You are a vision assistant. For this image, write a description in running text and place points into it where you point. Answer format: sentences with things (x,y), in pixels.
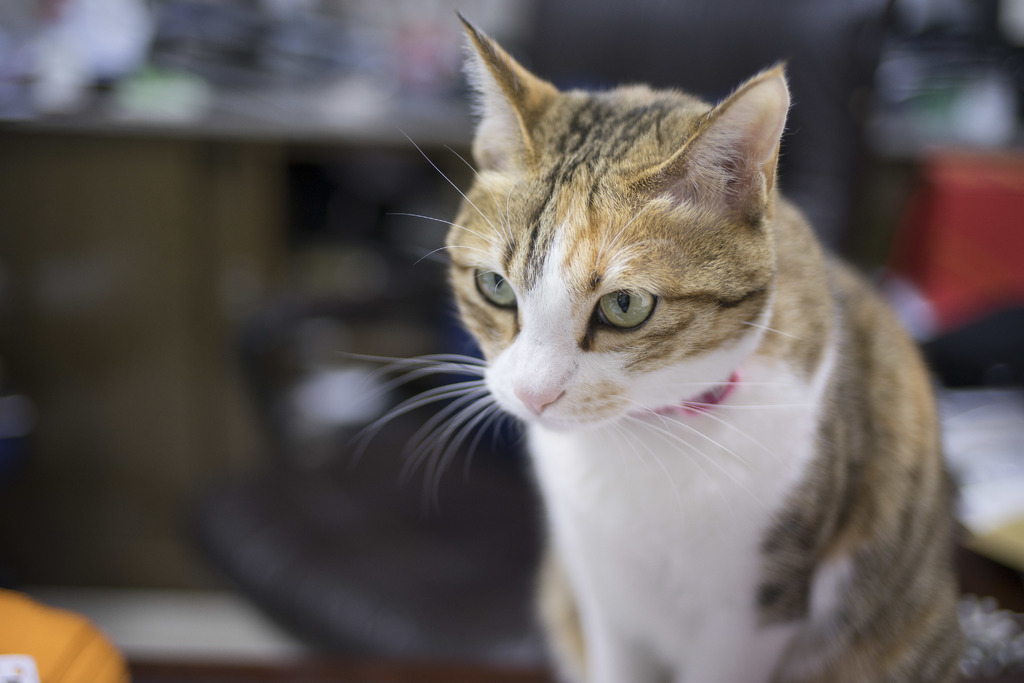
Here there is a cat (662,479).
